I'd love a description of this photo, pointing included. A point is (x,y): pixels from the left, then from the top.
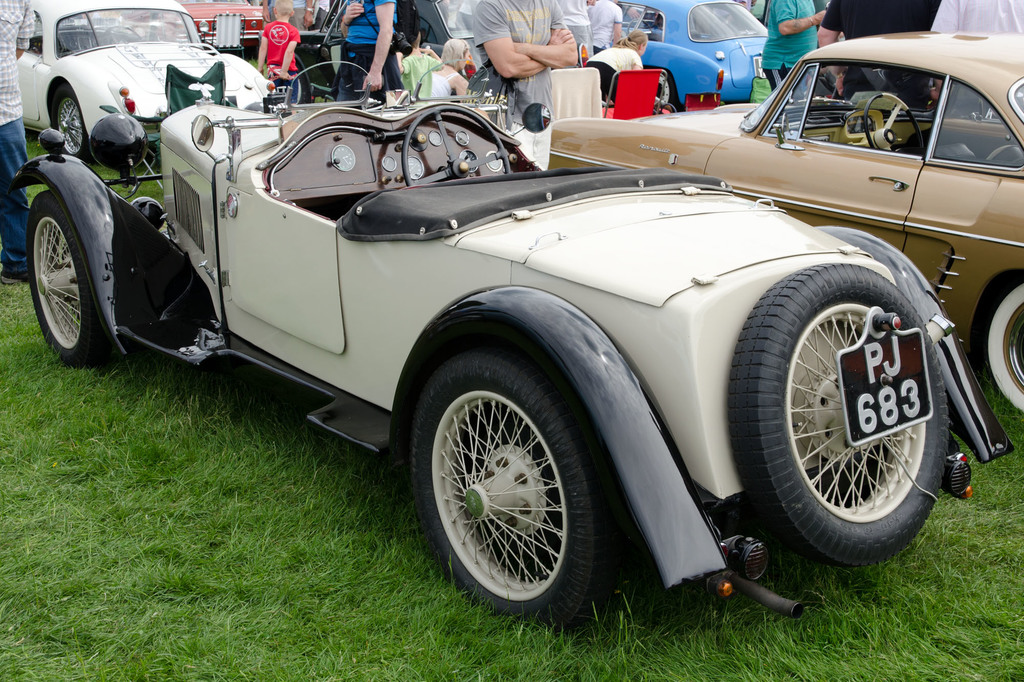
In this picture I see the grass (59,400) in front (408,629) and I see number of cars (686,94) and people (878,22) and I see that few of them are sitting on chairs (554,95) and I see a board (874,366) on the car (481,262) which is in front (873,381) and I see alphabets (892,372) and numbers (884,397) written on it.
